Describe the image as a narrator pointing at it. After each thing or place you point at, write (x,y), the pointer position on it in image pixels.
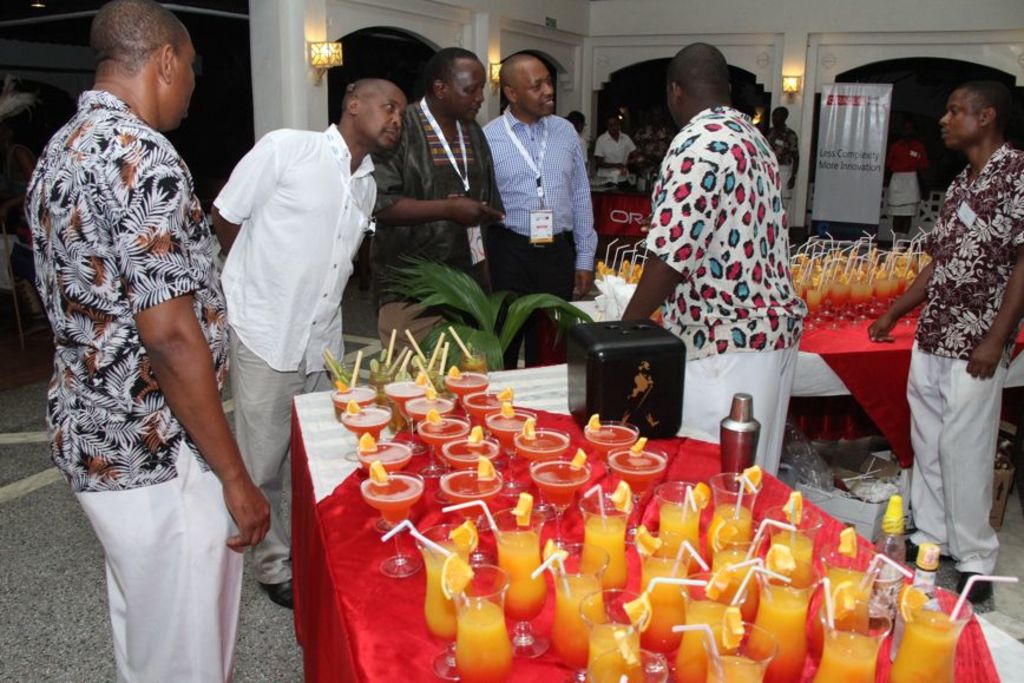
In this image we can see the people (938,269) standing on the floor (45,622). We can also see the tables (803,344) which are covered with the clothes (513,680). We can see the bottles (743,404) and also the glasses (400,489) of liquid (467,614) and also the straws (429,537). We can see the house plant (433,300), banner (821,158), lights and also some other objects (532,216). We can also see the walls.
